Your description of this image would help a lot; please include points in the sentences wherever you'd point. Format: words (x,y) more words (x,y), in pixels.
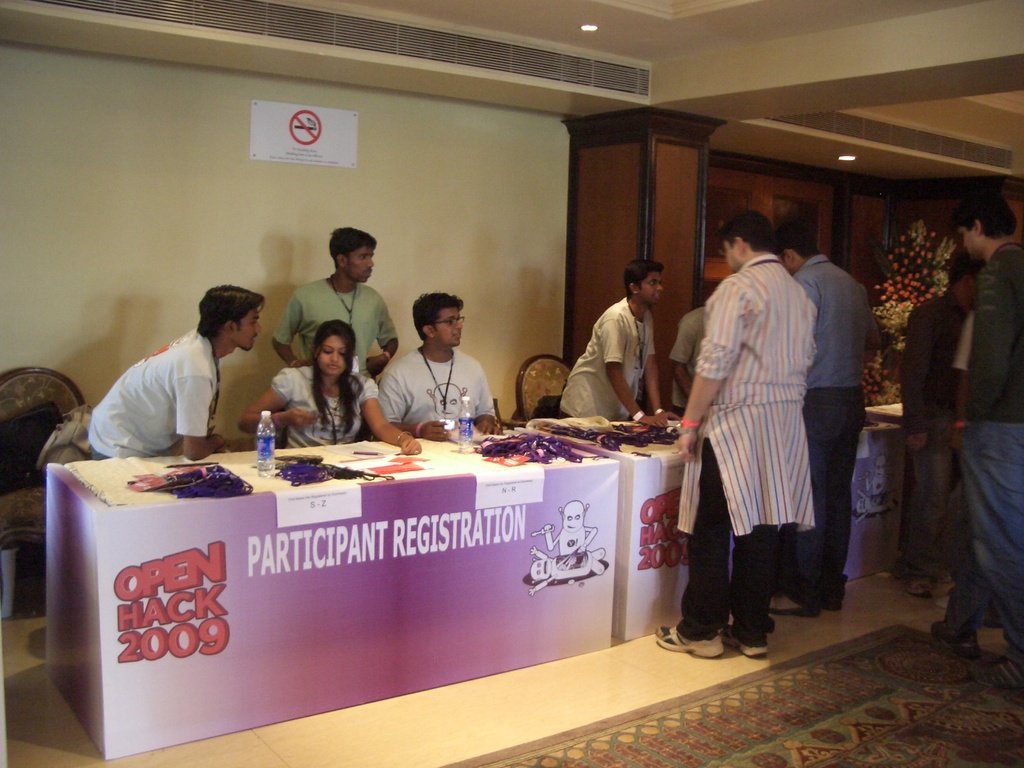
In this image I can see few persons (1000,381) are standing on the floor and few persons (450,358) are sitting on chairs (534,363) in front of the desk (387,496) and on the desk (236,540) I can see few id cards (237,479), few papers (385,451) and two water bottles (469,408). In the background (131,196) I can see the wall (134,234), a board (299,131) attached to the wall (244,132), the ceiling (725,29), few lights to the ceiling (808,142) and few flower bouquets (891,377).
